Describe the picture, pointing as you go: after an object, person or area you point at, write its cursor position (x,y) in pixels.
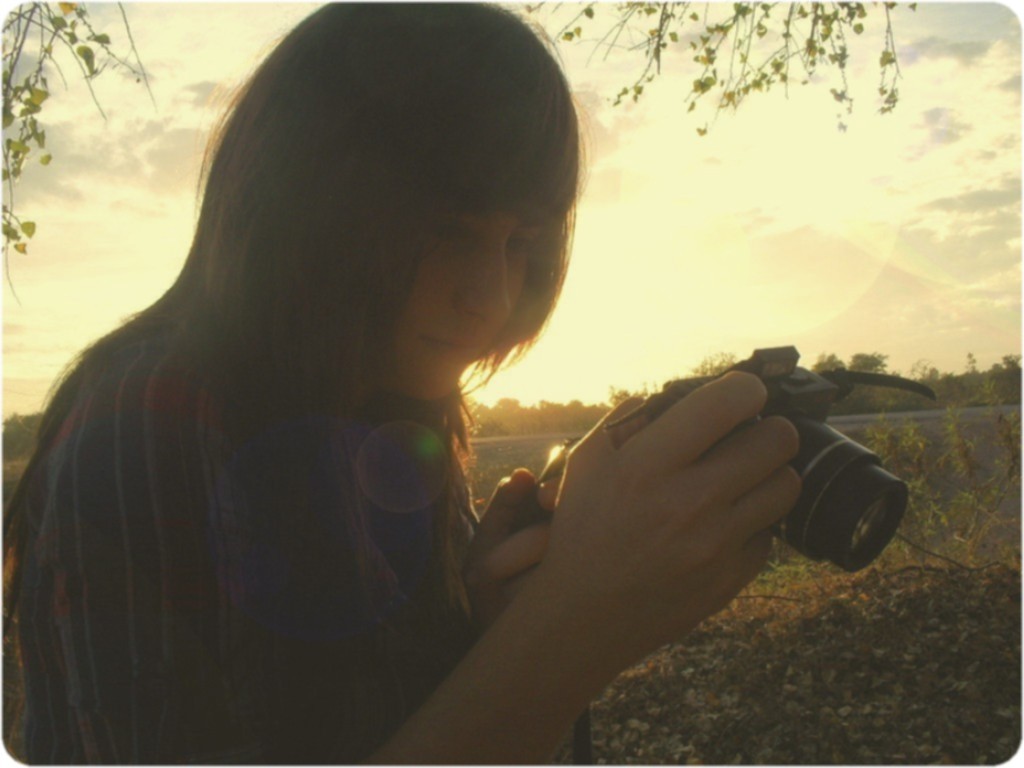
In the image there is a woman (532,554) in the front (644,527) holding a camera (842,477) and behind her there are trees (560,416) on the land (965,424) and above its sky (781,239) with clouds (931,264).
